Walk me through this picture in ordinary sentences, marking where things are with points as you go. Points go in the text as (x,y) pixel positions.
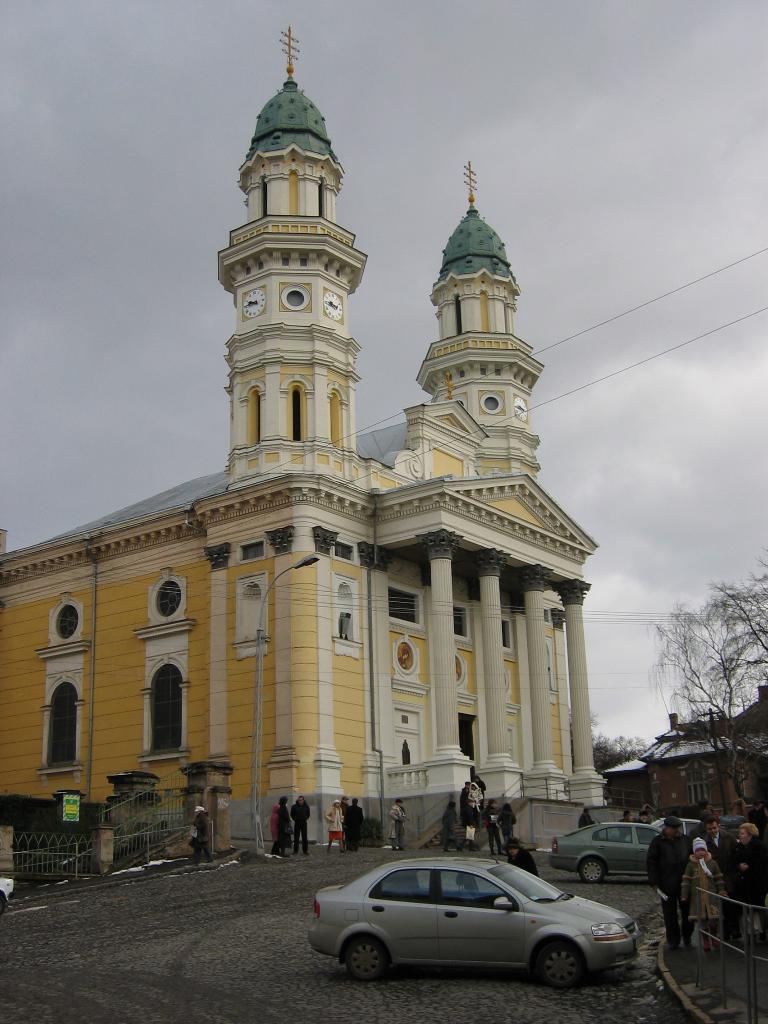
In this image I can see the vehicles (419,948). To the side of the vehicle (429,910) I can see people (522,851) and the railing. These people (685,921) are wearing the different color dresses (397,844). In the background (346,679) I can see the building (300,570), trees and the sky (346,195).
